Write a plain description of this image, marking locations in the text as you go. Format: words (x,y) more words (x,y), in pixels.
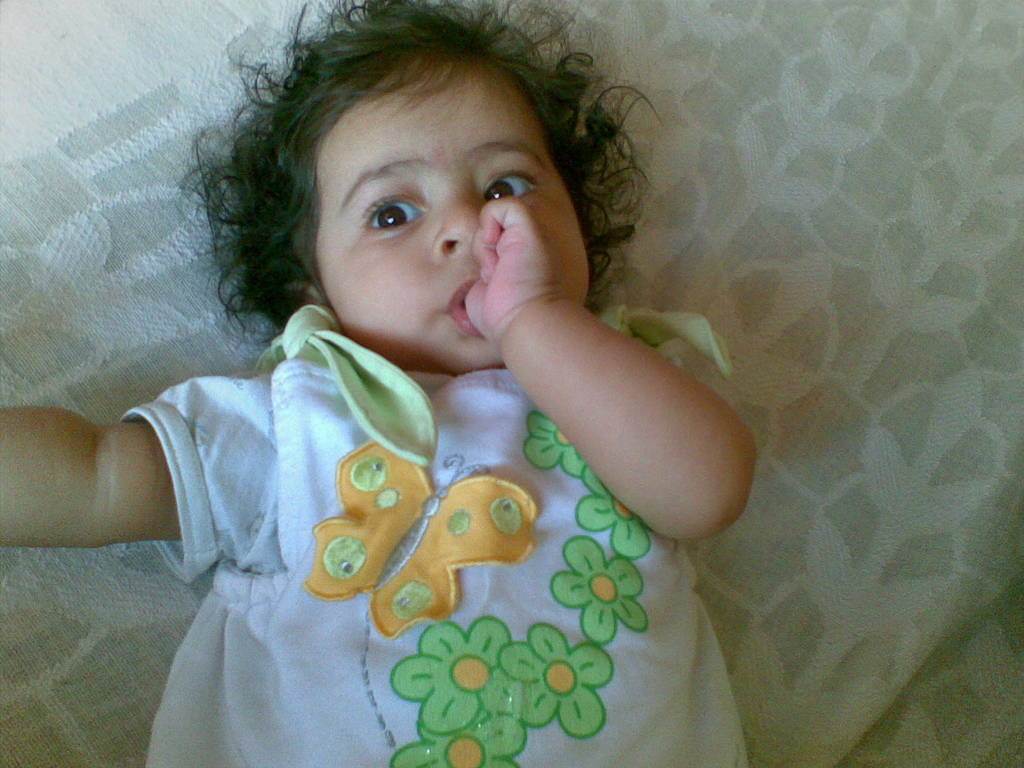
This image consists of a kid (391,570) lying on the bed (784,314). The blanket (858,356) is in white color.
